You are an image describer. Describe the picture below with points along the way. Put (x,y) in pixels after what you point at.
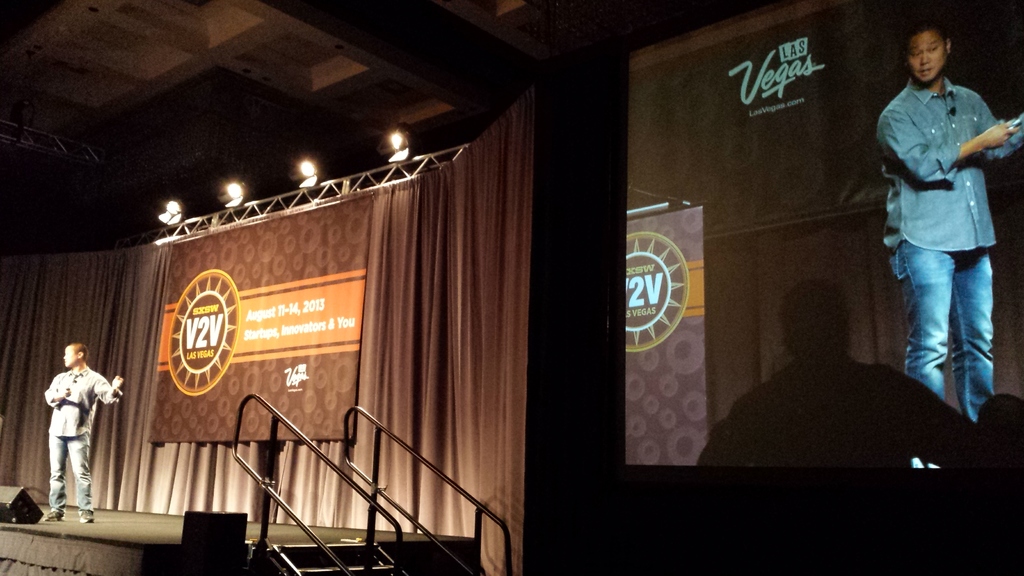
On the left side (75,463) a man (83,475) is standing on the stage (166,511), there are lights (401,136) on this. On the right side (831,101) it is a screen (798,197) which is showing the man (901,245) on the stage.
